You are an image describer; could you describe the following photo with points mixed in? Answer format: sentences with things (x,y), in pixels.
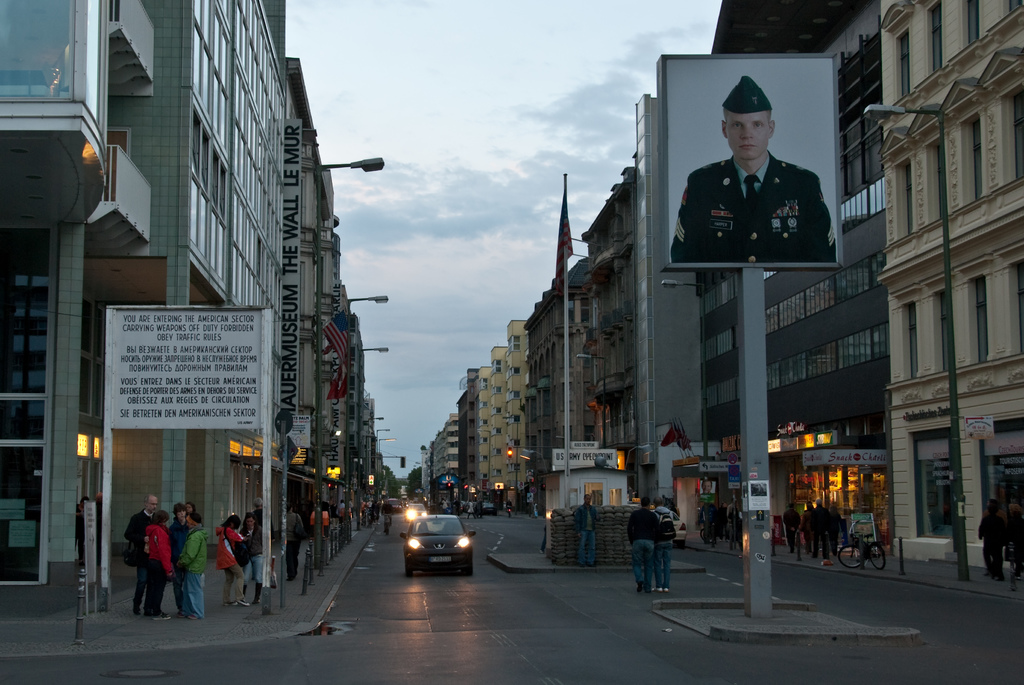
In this image I can see a road (447,662) in the centre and on it I can see few vehicles (464,530). I can also see number of poles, number of people (829,518), number of buildings (776,295), number of flags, number of lights (384,300) and on the right side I can see a bicycle (859,542). In the background (446,186) I can see clouds (443,259) and the sky (512,155). On the both sides of the road (480,518) I can see number of boards (229,346) and on it I can see something is written. On the right side of the image (804,84) I can see a board (744,224) and on it I can see a man's picture (710,185).
